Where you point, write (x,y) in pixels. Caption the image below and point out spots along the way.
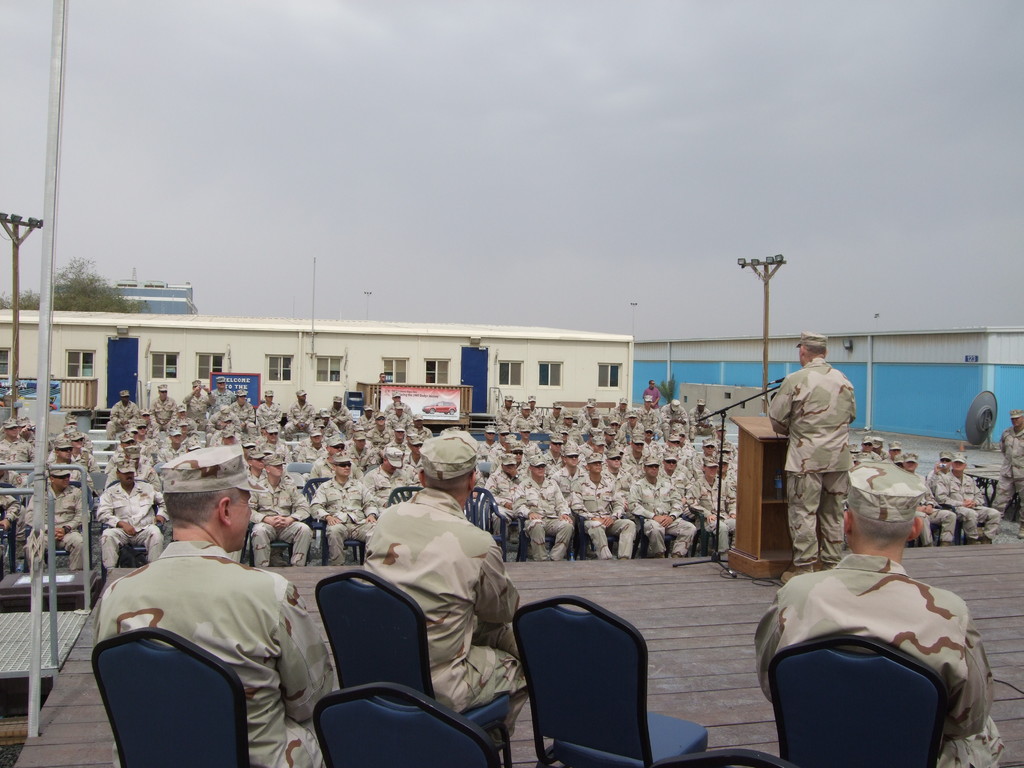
Here we can see a group soldiers (889,469) who are sitting on a chair (93,496) and paying attention to this person (815,345). This person (838,529) standing in front of a wooden desk (761,499) and he is speaking on a microphone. Here we can see a tree (96,271), a house (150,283) and an electric pole (766,274).
